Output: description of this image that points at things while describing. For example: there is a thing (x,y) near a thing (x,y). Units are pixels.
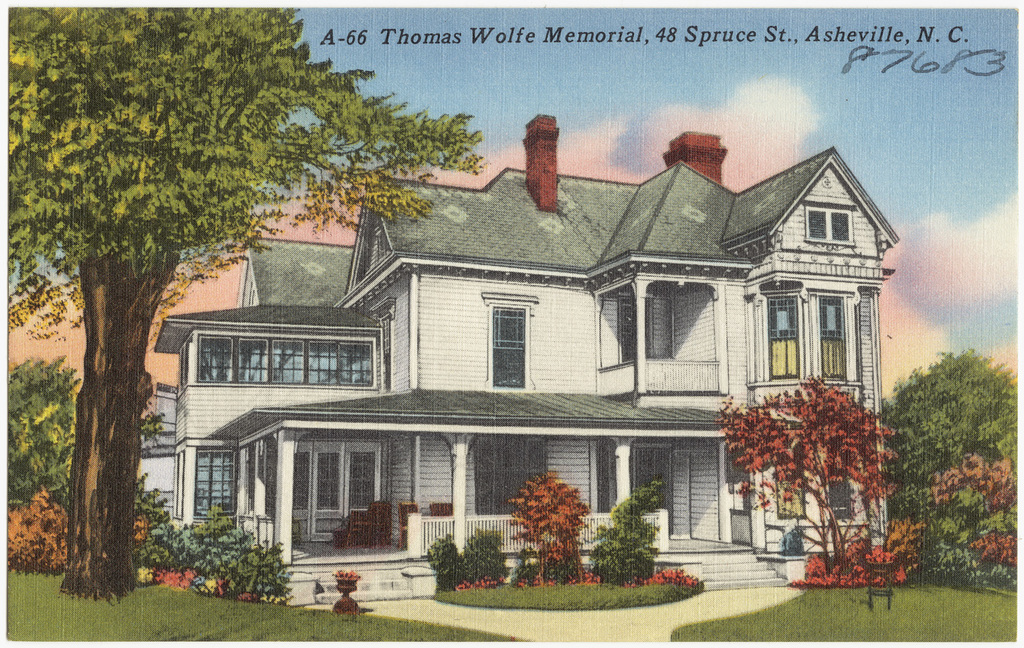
This image consists of a painting (347,295). Here I can see a building (595,347). In front of this building (734,286) there are many plants (467,553). At the bottom (168,628), I can see the grass (142,591). On the left side (93,221) there is a tree (90,185). At the top (666,83), I can see the sky (771,99). At the top of this image (522,33) I can see some text (445,35).
